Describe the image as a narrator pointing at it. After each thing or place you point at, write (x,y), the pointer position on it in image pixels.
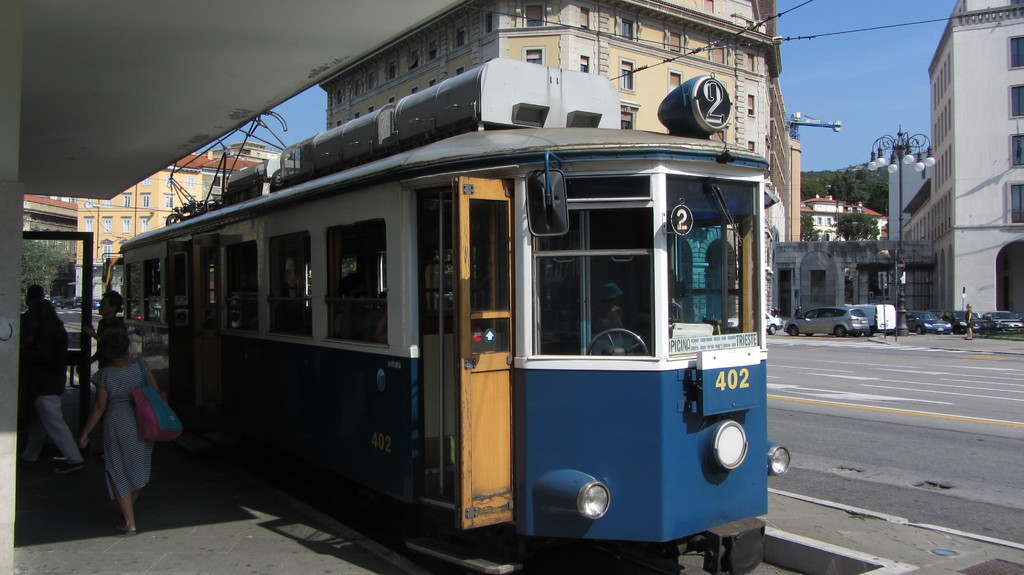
This image consists of a train (240,309). On the left (47,322), we can see few persons (106,421) walking. On the right (884,318), there are cars (821,324) parked on the road (883,374). In the background (958,66), there are buildings (736,117). At the top (899,103), there is sky (907,7).
